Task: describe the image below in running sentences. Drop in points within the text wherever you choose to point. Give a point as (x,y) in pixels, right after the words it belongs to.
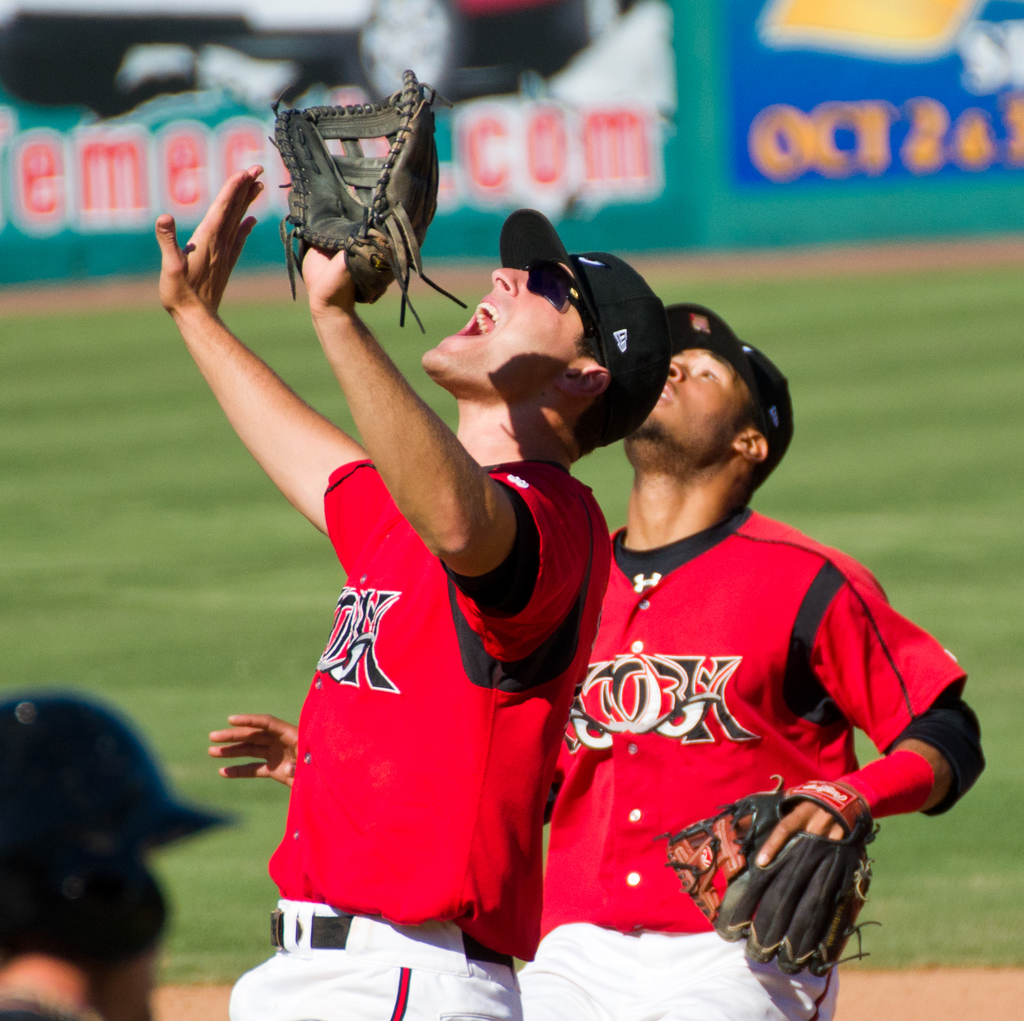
In this image in front (928,759) there are three persons (651,759). Behind them there's grass (857,346) on the surface (874,311). On the backside (480,111) there is a banner (480,111).
